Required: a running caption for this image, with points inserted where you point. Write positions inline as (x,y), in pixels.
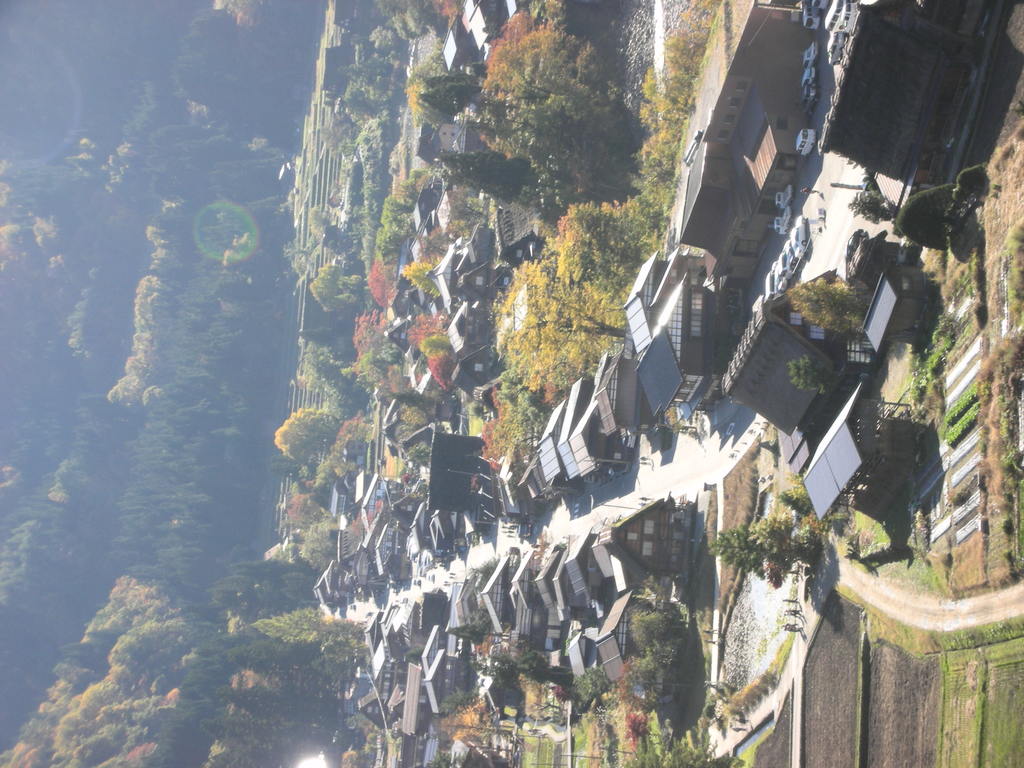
In this image there are houses (438,453) and there's grass (924,568) on the ground (761,456). On the left side (105,227) there are trees (128,361) and in the center (383,275) there are plants (367,196). On the right side (805,75) there are cars (805,139) on the road (814,271) and there are buildings (793,91).
